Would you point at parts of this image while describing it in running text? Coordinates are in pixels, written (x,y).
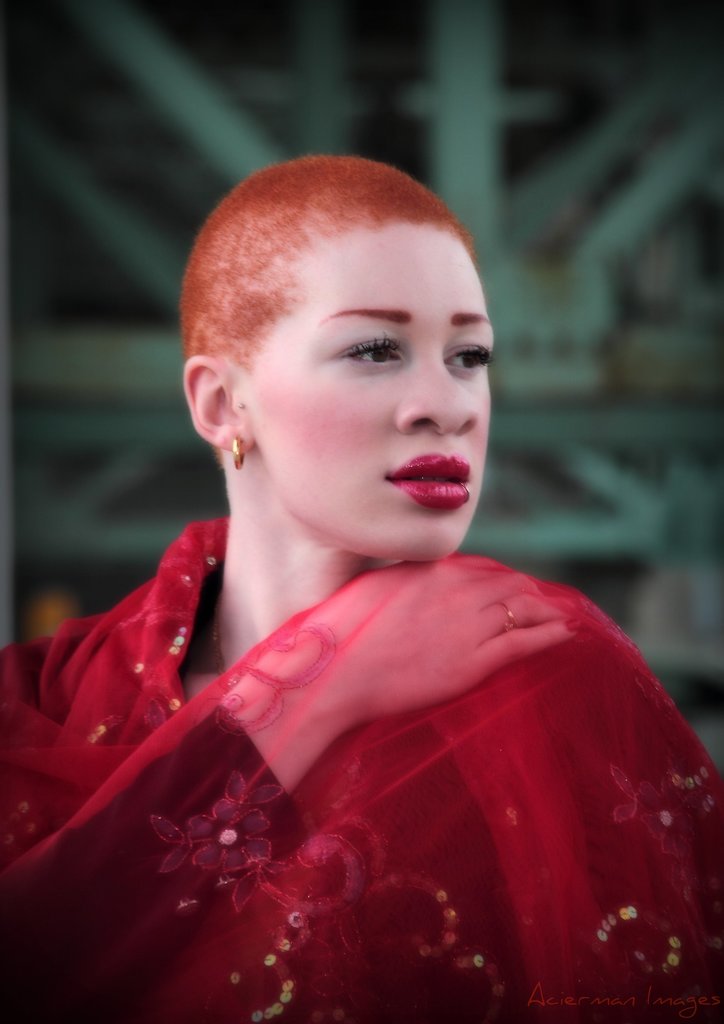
In this image I can see the person (276,612) with the red color dress (248,846) and there is a blurred background (577,305).
